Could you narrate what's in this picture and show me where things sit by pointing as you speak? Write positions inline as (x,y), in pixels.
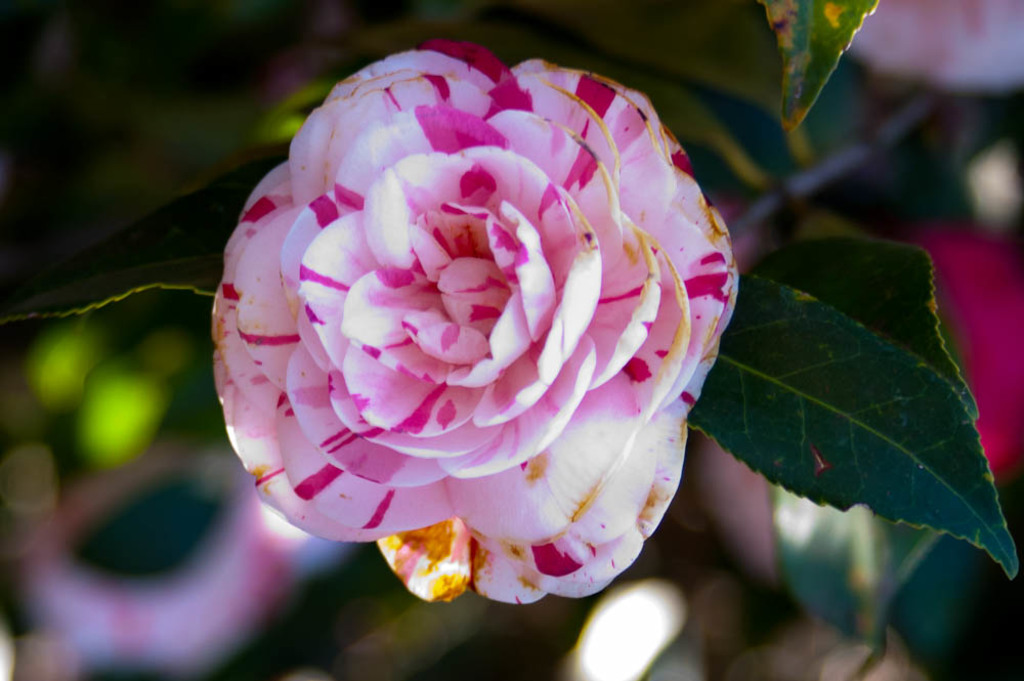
In this picture there is a flower (449,377) which is in white, yellow and pink color and there are few leaves (835,344) below it.
